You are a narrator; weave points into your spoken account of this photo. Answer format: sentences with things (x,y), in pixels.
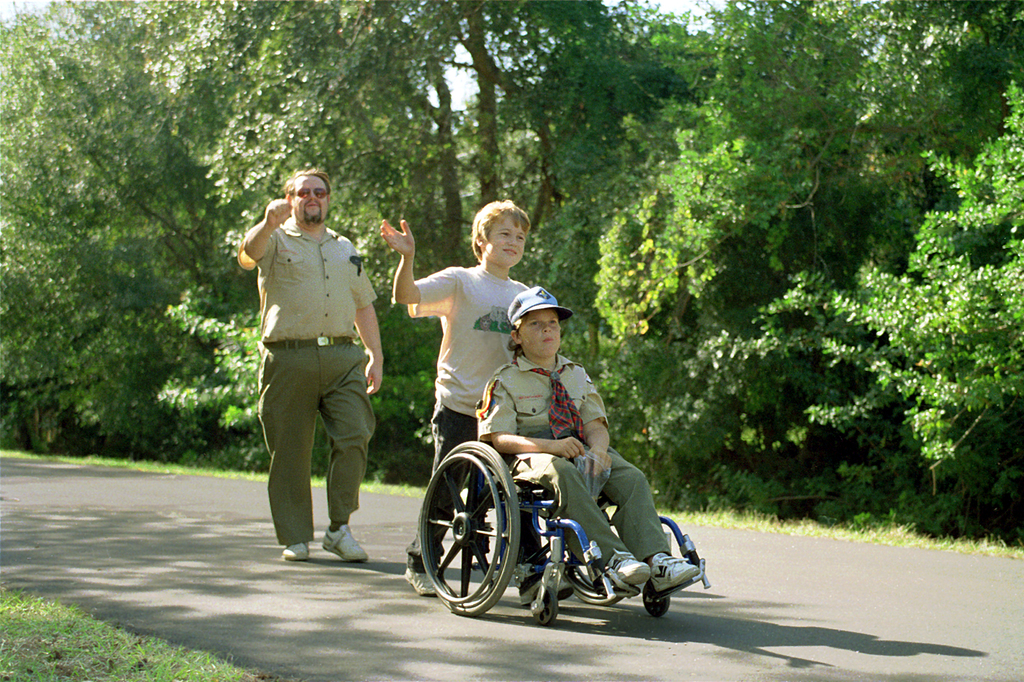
There is a person (315,256) smiling and walking on the road (338,570). Beside him, there is a child (496,248) smiling, holding a wheel chair (438,527) on which, there is a person (552,477) sitting and walking on the road (444,610). On both sides of this road (509,613), there is grass (81,641) on the ground (1007,551). In the background (964,103), there are trees (222,90) and there is sky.
